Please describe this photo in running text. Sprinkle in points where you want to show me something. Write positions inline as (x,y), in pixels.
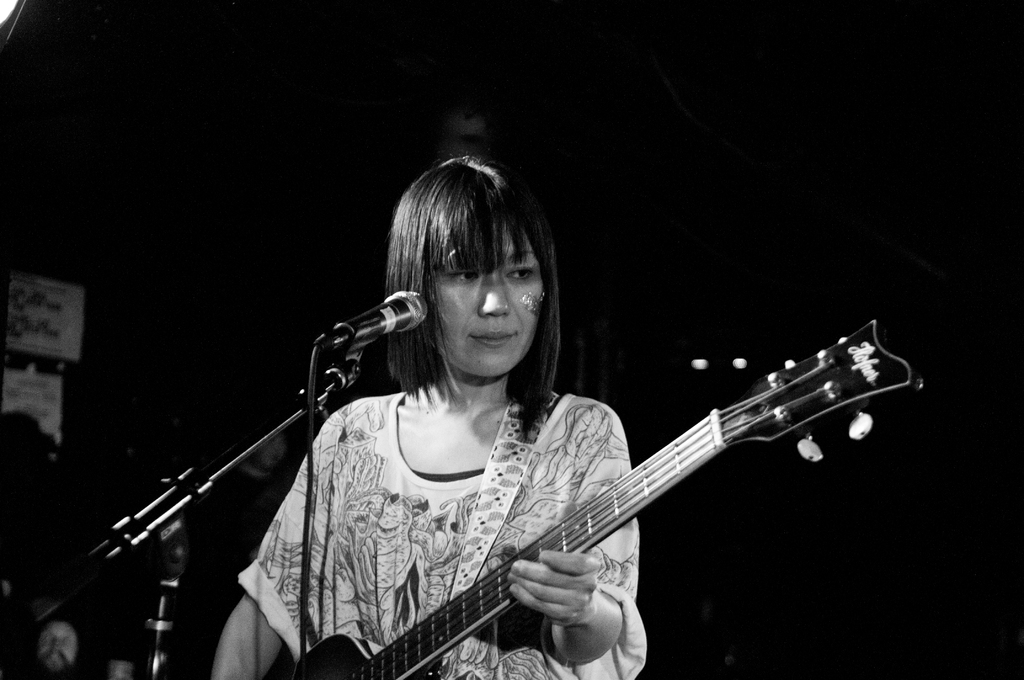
In this image we can see a woman (487,287) holding a guitar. We can also see a mic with a stand (182,567) beside her.
